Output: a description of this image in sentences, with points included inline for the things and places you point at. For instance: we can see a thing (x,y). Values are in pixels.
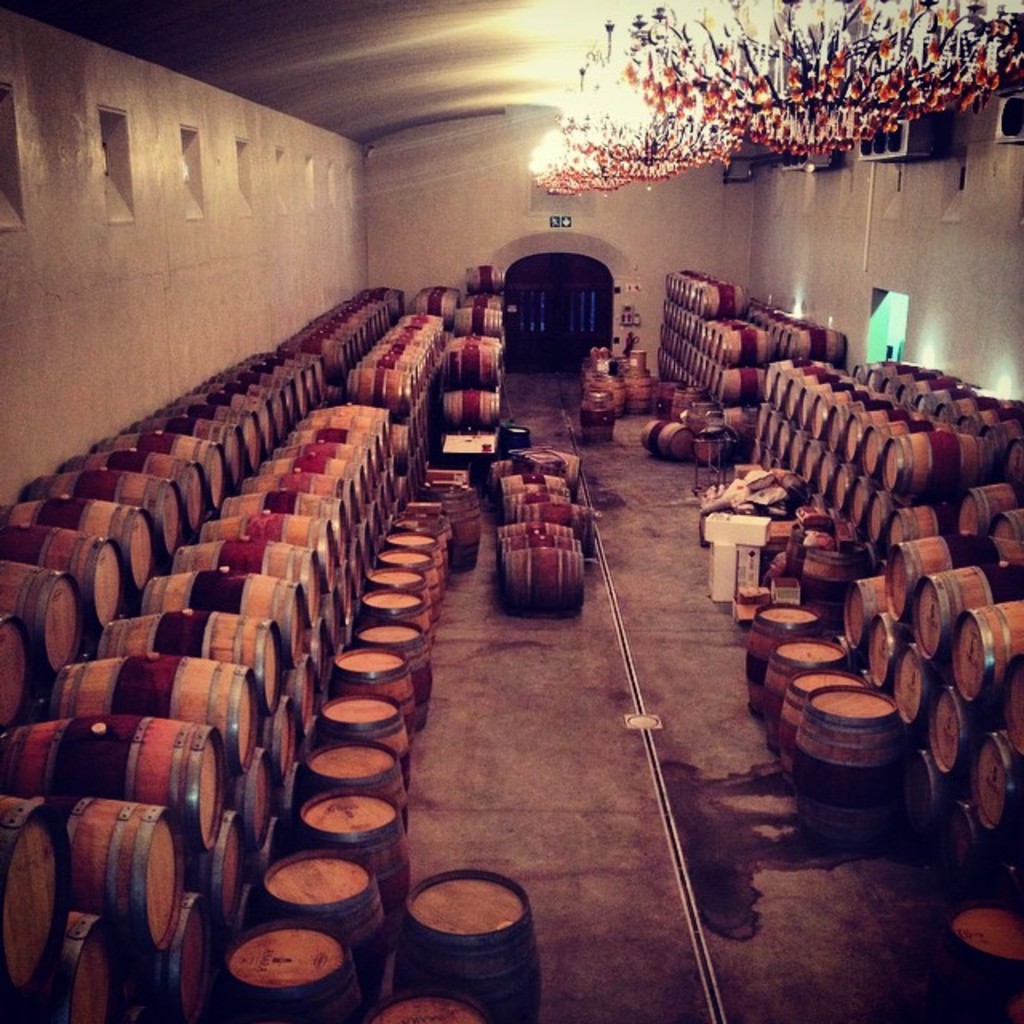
In this image, there are some yellow color drums (268,983) kept on the ground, in the background (267,279) there is a white color wall (199,292), in the top (594,160) there are some light (615,141) in yellow color, in the right side (797,664) there are some yellow color drums (894,571) kept on the ground (637,413), in the middle (546,353) there is a black color door (547,309).
